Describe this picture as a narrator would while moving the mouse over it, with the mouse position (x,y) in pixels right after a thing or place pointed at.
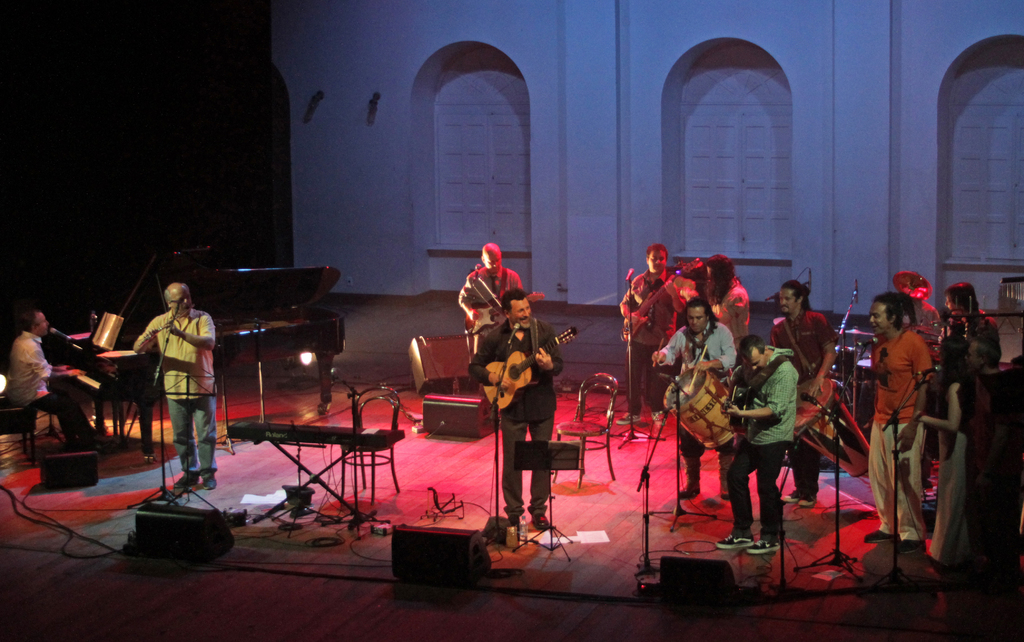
In this image we can see a group of people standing on the stage (576,499) holding the musical instruments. We can also see some wires (390,566), chairs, lights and mics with stand (655,445) on the stage (661,529). On the left side (64,426) we can see a person (69,440) playing the piano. On the backside (539,177) we can see a wall (539,177).
